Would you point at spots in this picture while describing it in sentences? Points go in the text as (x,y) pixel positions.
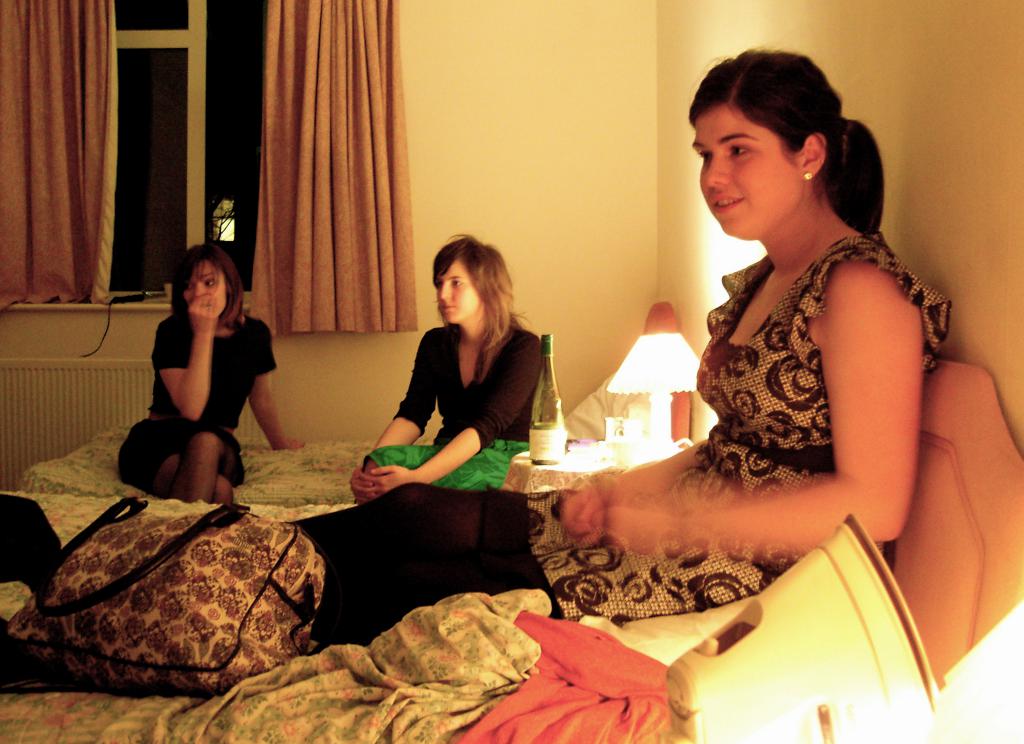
In this image there are three women (399,618) sitting on the beds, on the beds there are blankets (361,689) and there is a bag (169,633), beside the bed (416,612) there is an iron box (850,663), in between the beds (602,625) there is a lamp (672,399) and a champagne bottle (555,408) on a table (559,477), in the background of the image (437,433) there are walls (636,97) and there are curtains (274,130) on the windows (156,215) and there is a room heater (78,415).
